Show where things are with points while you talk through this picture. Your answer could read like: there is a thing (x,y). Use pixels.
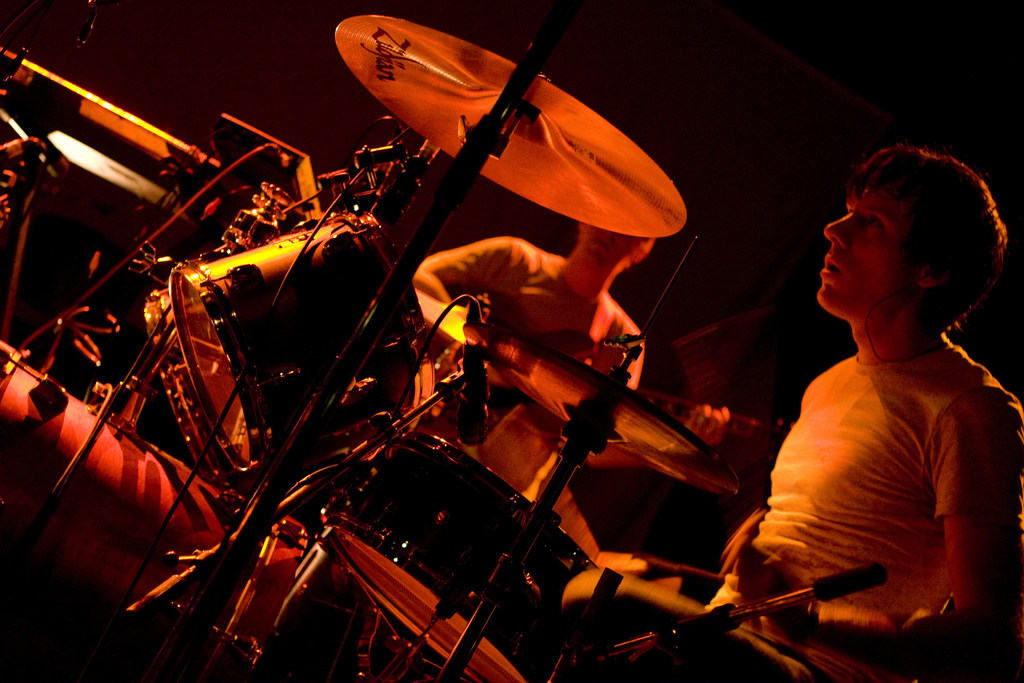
In this image we can see some musical instruments (388,347), a person (864,464) is playing drums (467,478) and a person (587,263) is playing guitar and there is a mic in front of the person (633,382) and a dark background.
